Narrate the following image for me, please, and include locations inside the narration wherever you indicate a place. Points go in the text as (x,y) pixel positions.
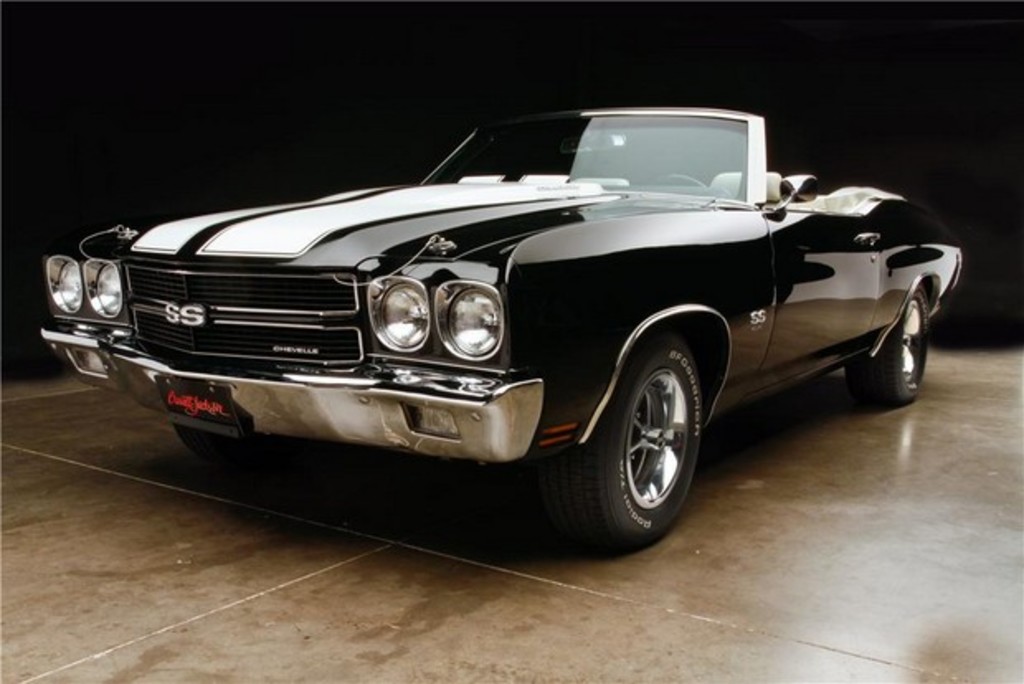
In this image we can the car (426,308). And we can see some text (218,407) written on car plates (218,406). And we can see the floor (16,643).
